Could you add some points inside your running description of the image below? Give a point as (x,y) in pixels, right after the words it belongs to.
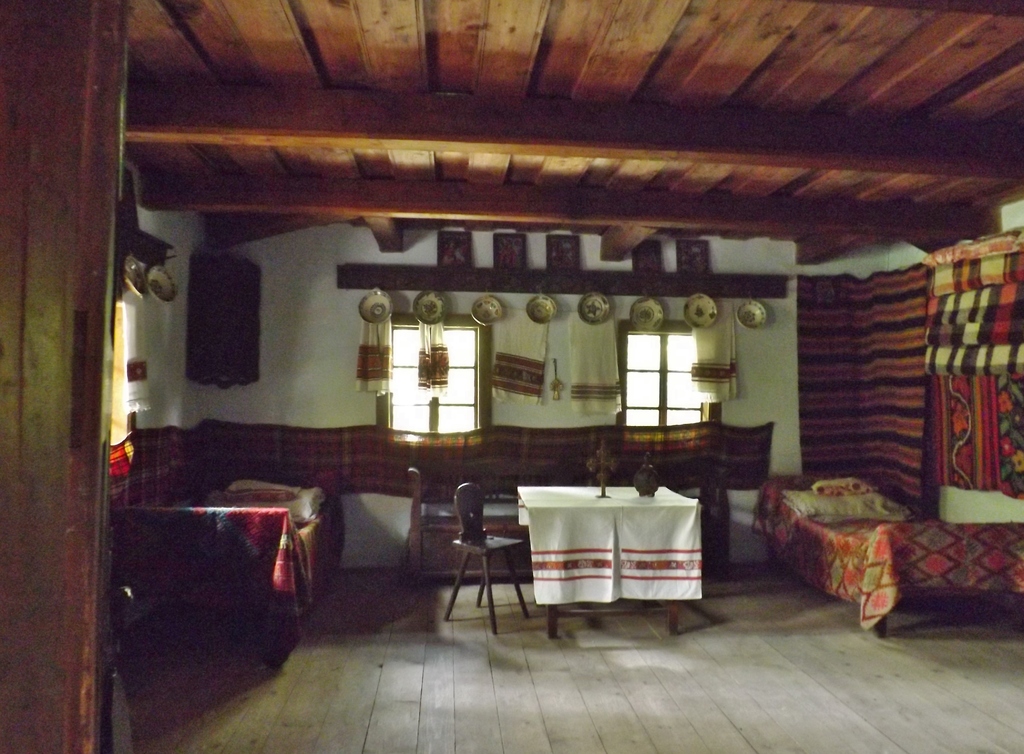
In this image there are beds (272,556), table (582,523), beside that table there is a chair (483,542) in the background (182,396) there is a wall (399,497) for that wall (324,397) there are cloths (428,355), plates (591,292) and frames (448,258) at the top (381,84) there is a wooden frame (796,82).
